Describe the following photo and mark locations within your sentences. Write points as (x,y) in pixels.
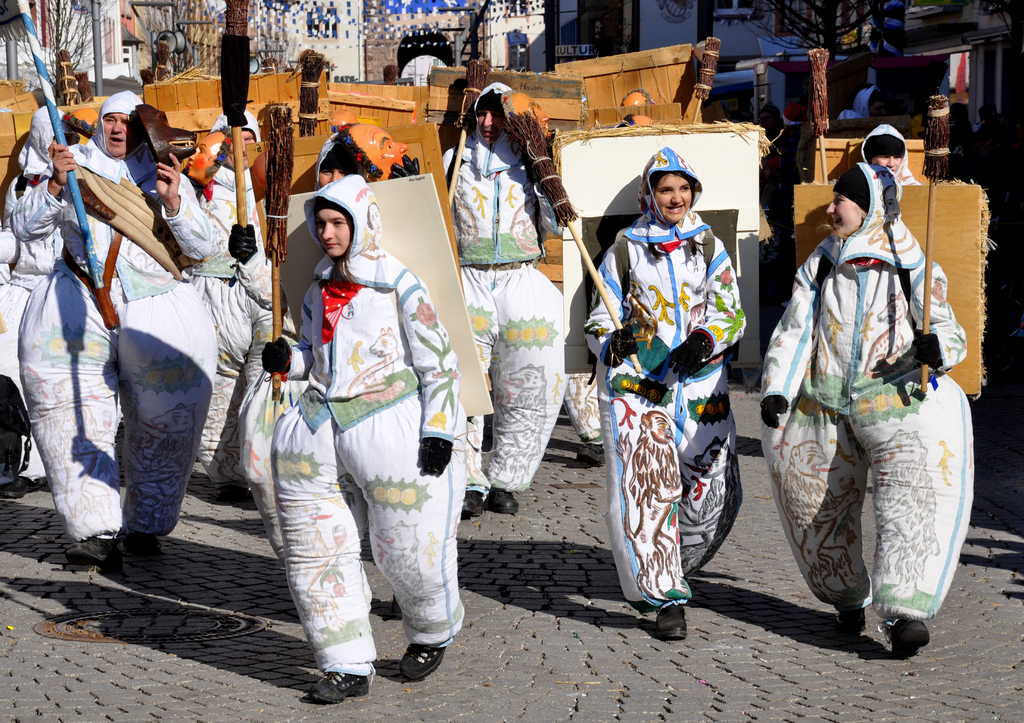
In this image I can see few people (841,397) wearing costumes (450,374), holding sticks (279,151) on their hands (616,353) and walking on the road (128,642). In the background (521,51) there are some buildings (387,19) and trees (807,27). These people (252,129) are wearing some sheets (434,227) to their shoulders (408,289).
